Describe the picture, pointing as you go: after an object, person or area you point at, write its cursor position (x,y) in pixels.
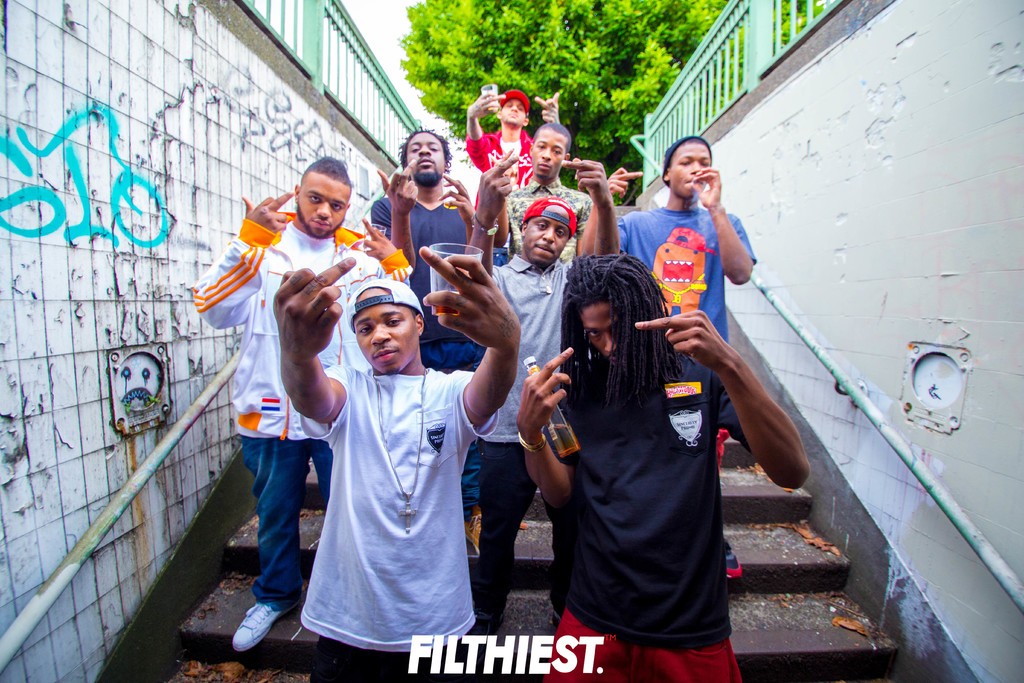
In this picture we can see a group of boys (486,580), standing on the steps (543,522) and holding the glass (382,230) in the hands (549,407) and giving a pose to the camera. On both sides we can see the white walls (96,159) and green railing (328,86). Behind there is a trees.
